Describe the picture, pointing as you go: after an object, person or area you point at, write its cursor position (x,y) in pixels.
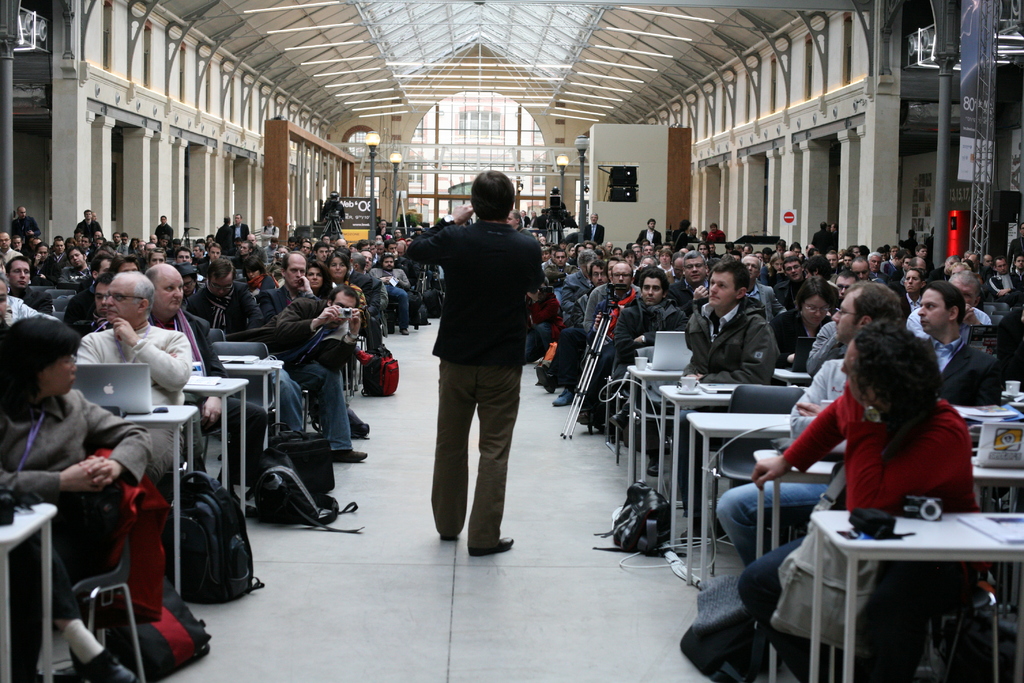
There are so many people (655,272) sitting in a room (624,624) and operating laptop (132,394). And there is another man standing in the middle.
